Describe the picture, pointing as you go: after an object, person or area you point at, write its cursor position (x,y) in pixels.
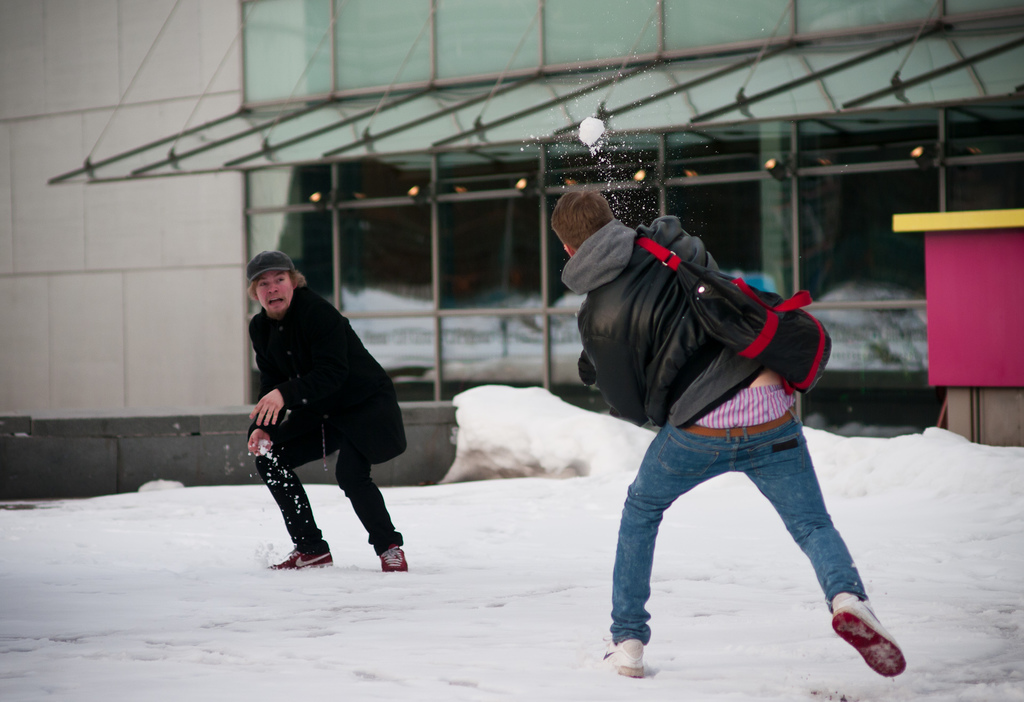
In this image we can see the persons (603,344) standing and playing with snow (508,412). In the background (618,203), we can see the building (569,127) with windows (864,136) and box (947,314) at the right side (969,324).
